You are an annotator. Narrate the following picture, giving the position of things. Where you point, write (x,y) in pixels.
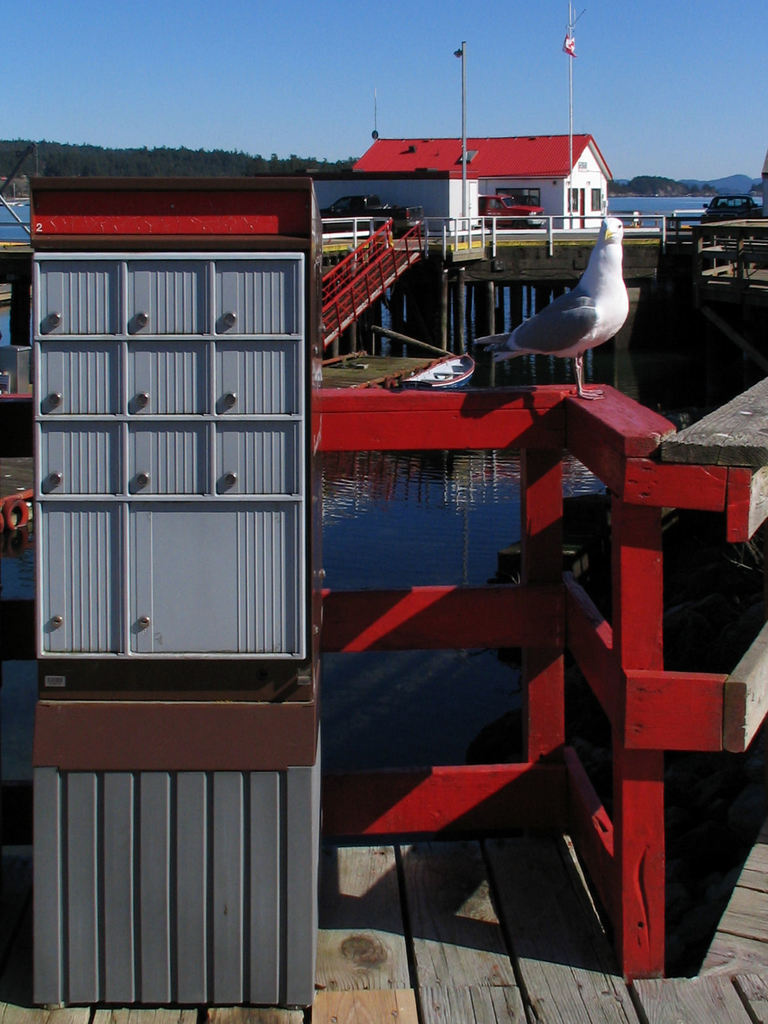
In the picture I can see a bird (560,336) on the wooden fence (570,444). I can see a metal object (311,354) on the left side (203,570). I can see a boat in the water (497,554). In the background (455,216), I can see a house (516,185), trees (621,185) and vehicles (395,216). There is a clear sky (320,131).
